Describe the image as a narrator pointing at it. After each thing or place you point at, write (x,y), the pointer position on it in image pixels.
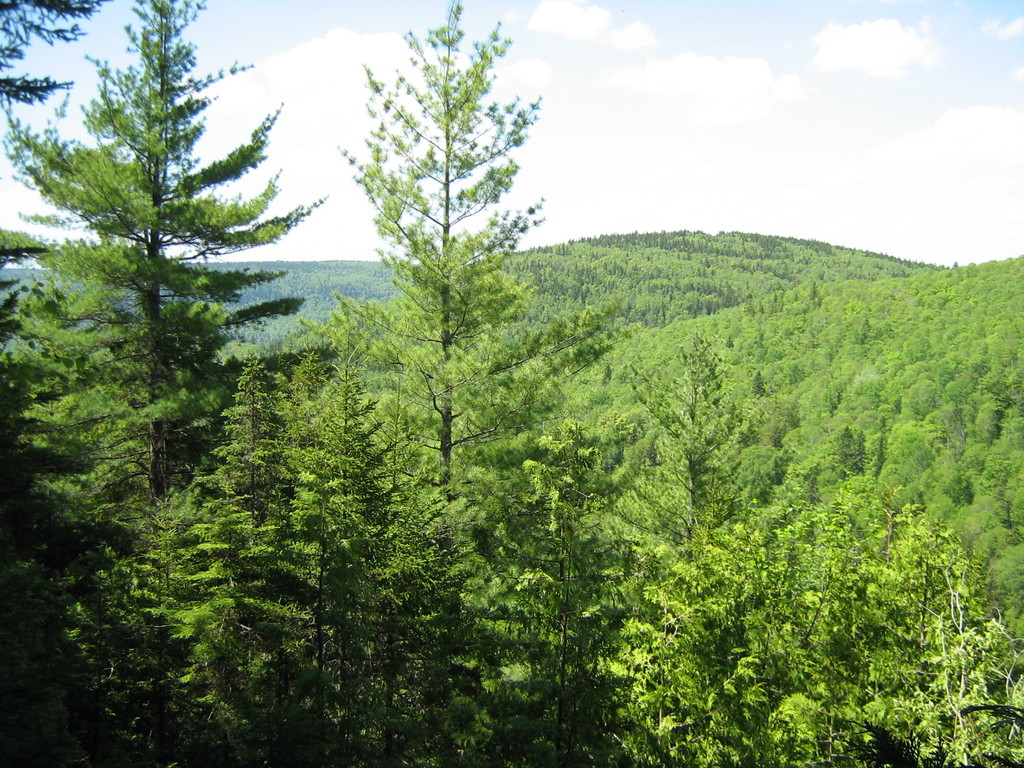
In this image there are trees (665,440). Background (930,410) there are hills (623,318) having trees (617,237). Top of the image (635,140) there is sky (546,111), having clouds (645,69).
